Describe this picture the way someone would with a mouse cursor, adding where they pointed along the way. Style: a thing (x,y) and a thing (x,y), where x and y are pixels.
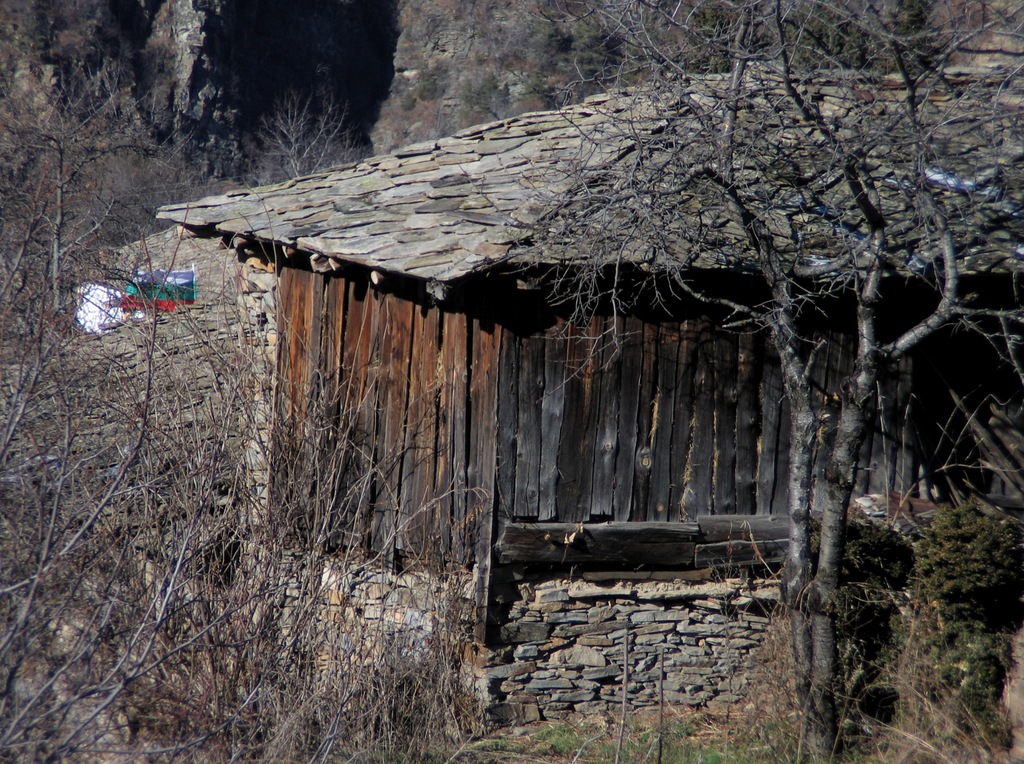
In this image in the front (165,479) there are dry trees (867,395) and in the center (501,440) there is a hut (574,367). In the background (90,40) there are dry trees (70,82).
